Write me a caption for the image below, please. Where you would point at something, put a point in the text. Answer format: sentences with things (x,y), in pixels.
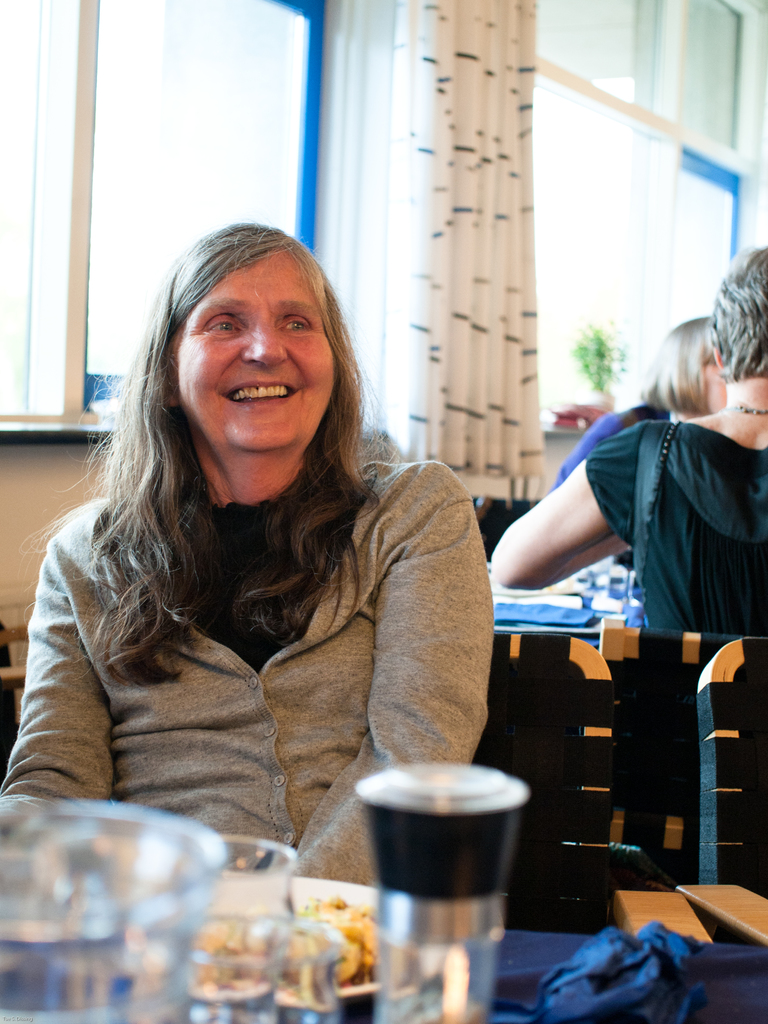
This image is clicked inside a restaurant (376,587). Here there is a woman (373,752) sitting on a chair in front of her there is a table (523,948) on that table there is a glass (314,989) there is a plate (312,941) and eatables (346,965) and there is a cloth (645,965) on the table (720,1007). woman (380,646) she is wearing grey color shirt (373,656). behind her on the top (422,206) there is a curtain (421,239) and Windows (645,306). on the right side (738,301) there is a woman (675,518) sitting and she is wearing black dress (669,597) and she is also wearing a chain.
